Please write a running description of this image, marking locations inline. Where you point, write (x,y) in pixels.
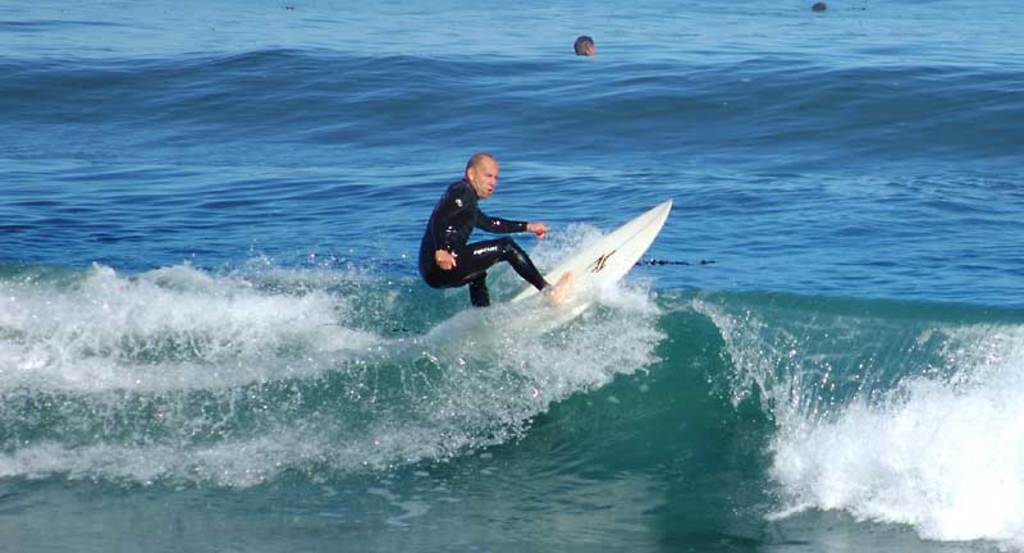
In the picture we can see a person (484,273) on a surfboard (581,298). Waves (612,291) are visible in the water (533,373). We can see a person (581,55) in the water (582,57). It looks like a black object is visible on the water (677,251) on top (825,5).
